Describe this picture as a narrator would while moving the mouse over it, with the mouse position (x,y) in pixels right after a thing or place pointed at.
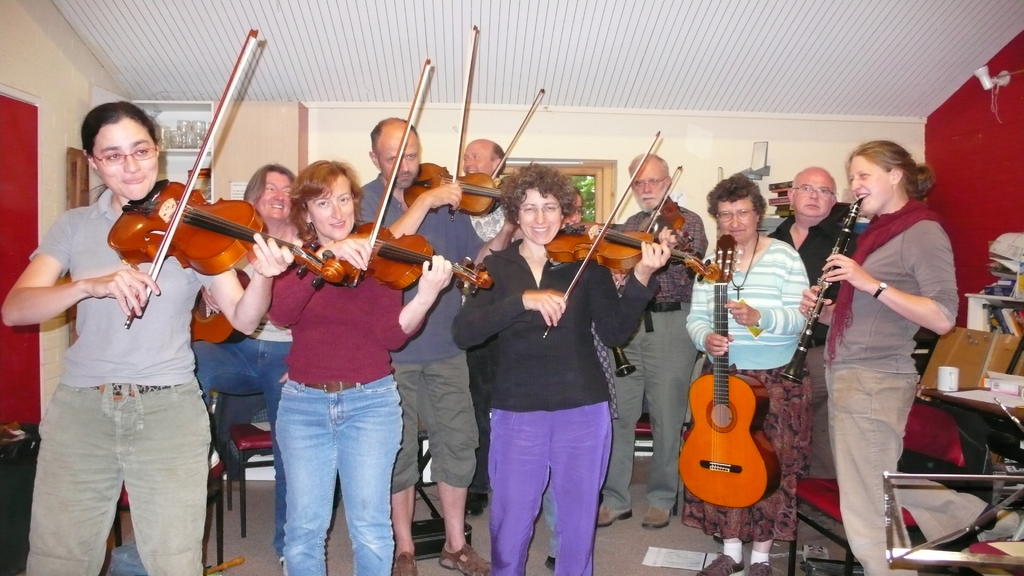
In this image there are group of people (21,310) standing and playing violin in the back ground (1005,249) there is table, cup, papers (991,401), window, glass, cupboard (210,112), light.
